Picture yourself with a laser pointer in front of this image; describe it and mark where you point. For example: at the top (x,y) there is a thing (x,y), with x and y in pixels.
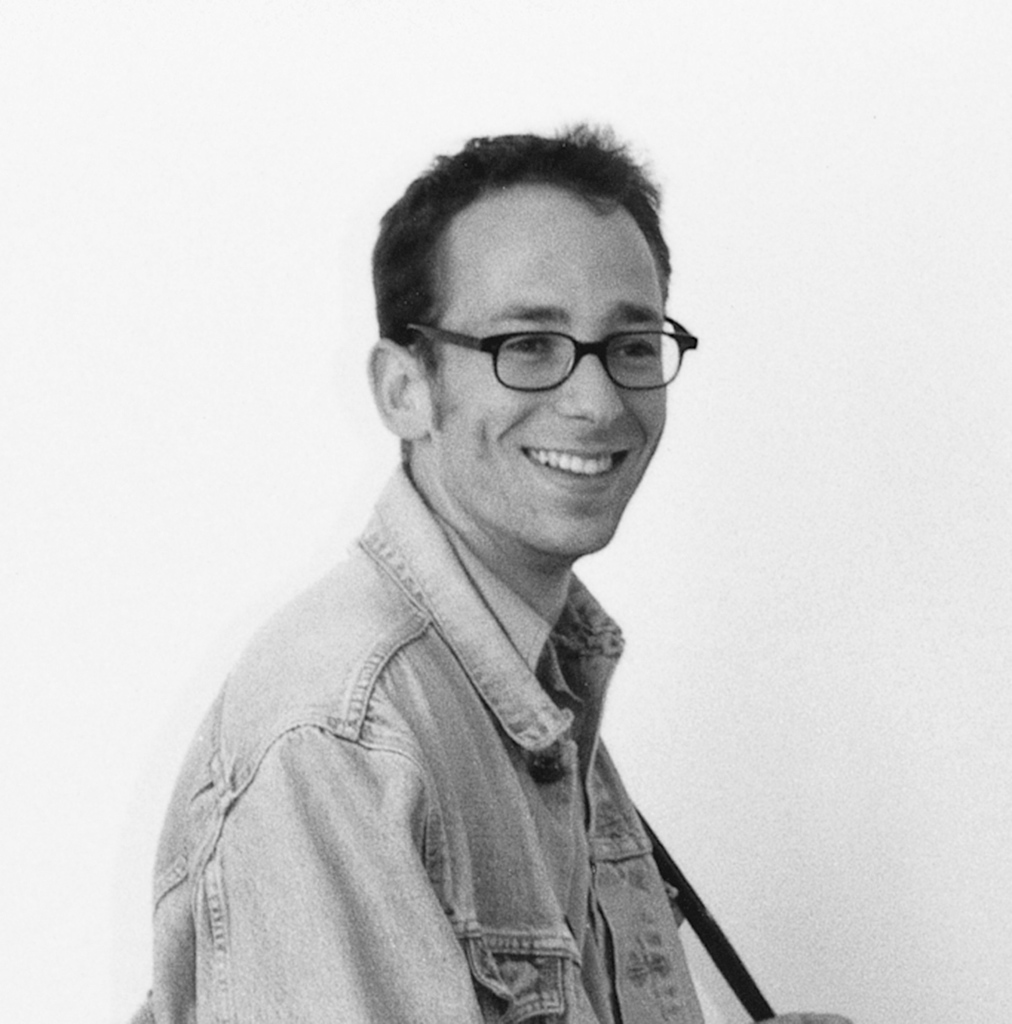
As we can see in the image there is a white color wall (178,409) and a man (506,479) wearing spectacles (533,388).
